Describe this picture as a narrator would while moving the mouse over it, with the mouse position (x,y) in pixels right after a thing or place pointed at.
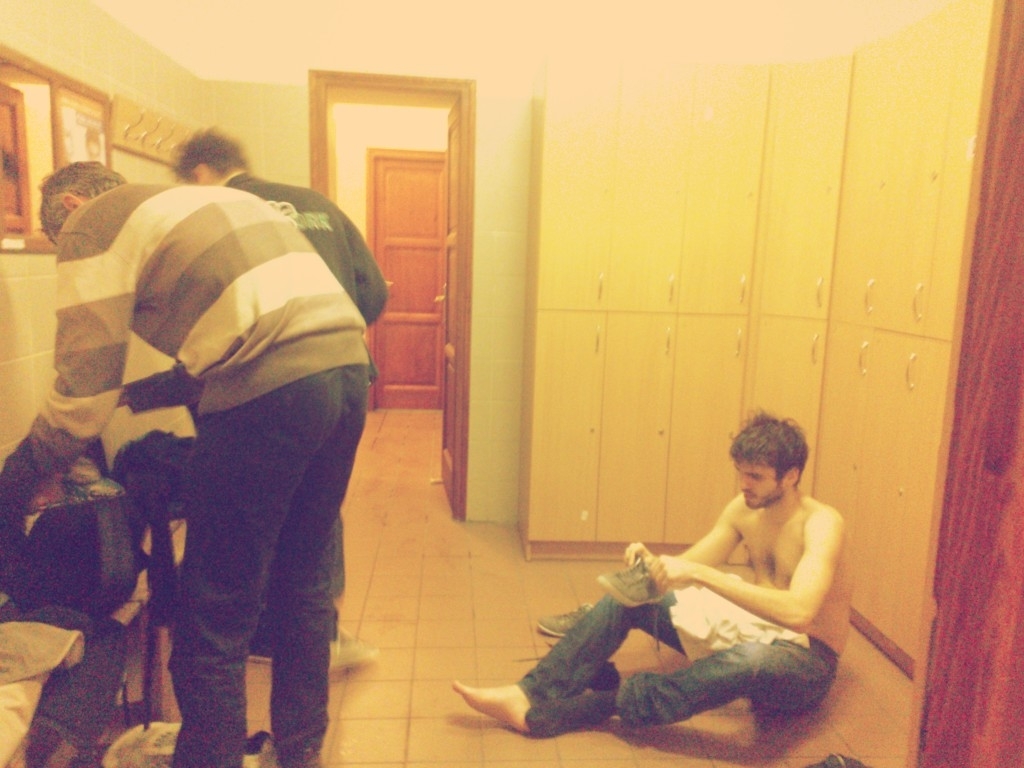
In the image we can see there is a man (774,545) sitting on the ground (860,679) and he is holding shoe (619,594). There are men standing and there are bags (63,599) kept on the table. There is mirror (11,225) on the wall (168,109).
